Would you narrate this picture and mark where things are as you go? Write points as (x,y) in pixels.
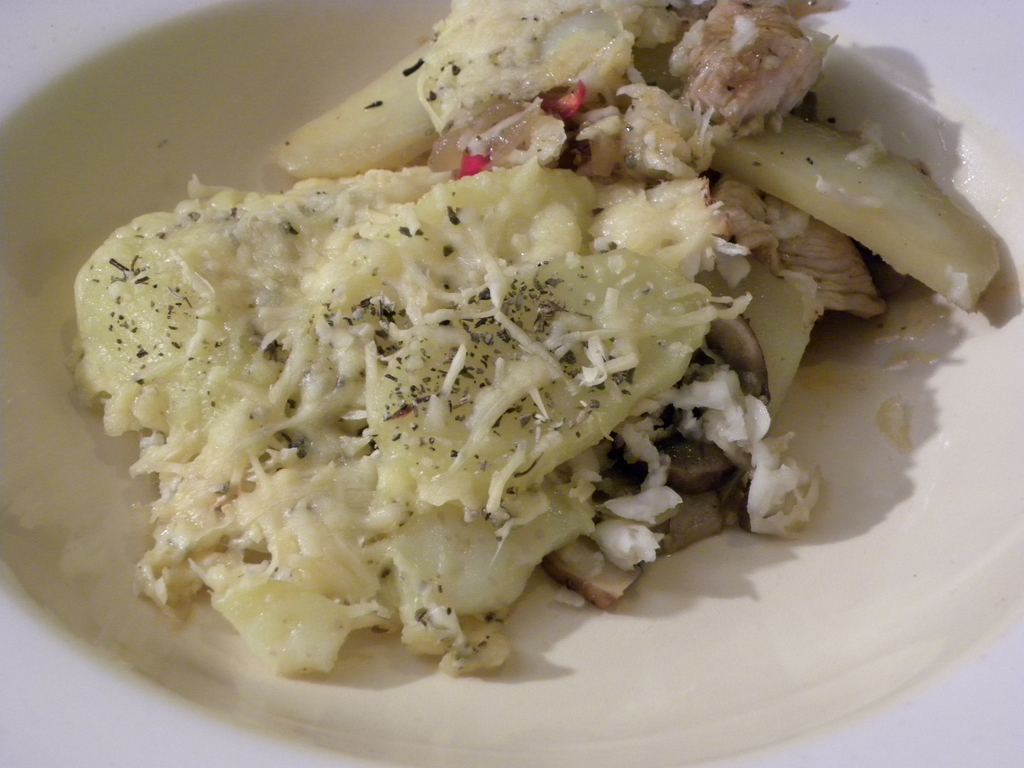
In this image we can see a plate (639,710) containing food (769,130) placed on the surface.
